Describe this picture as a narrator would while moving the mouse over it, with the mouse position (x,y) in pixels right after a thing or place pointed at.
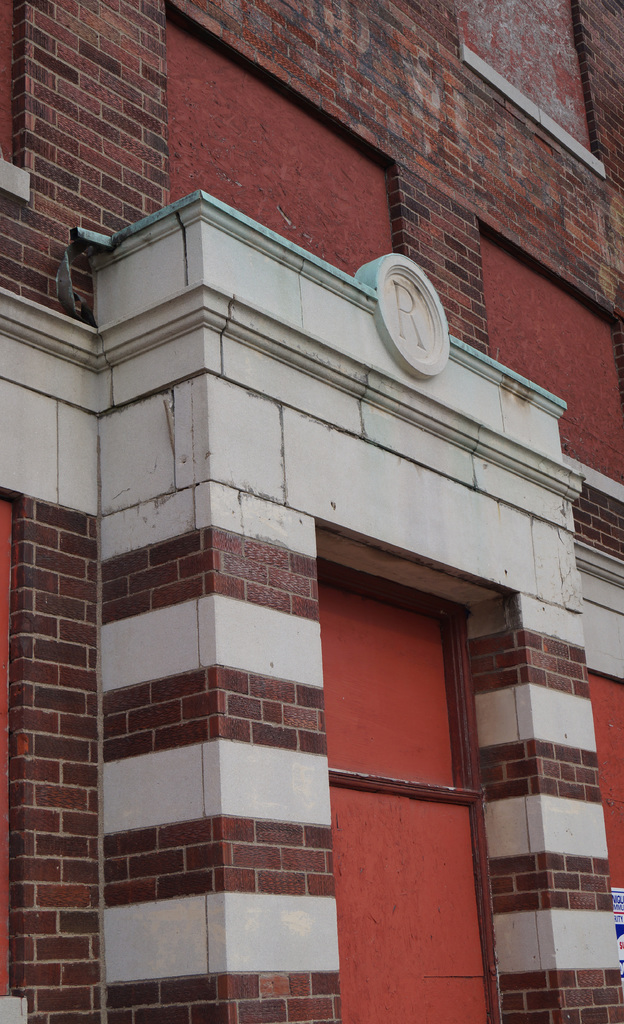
This is a picture of a doorway (358,958) of a building (254,468).
